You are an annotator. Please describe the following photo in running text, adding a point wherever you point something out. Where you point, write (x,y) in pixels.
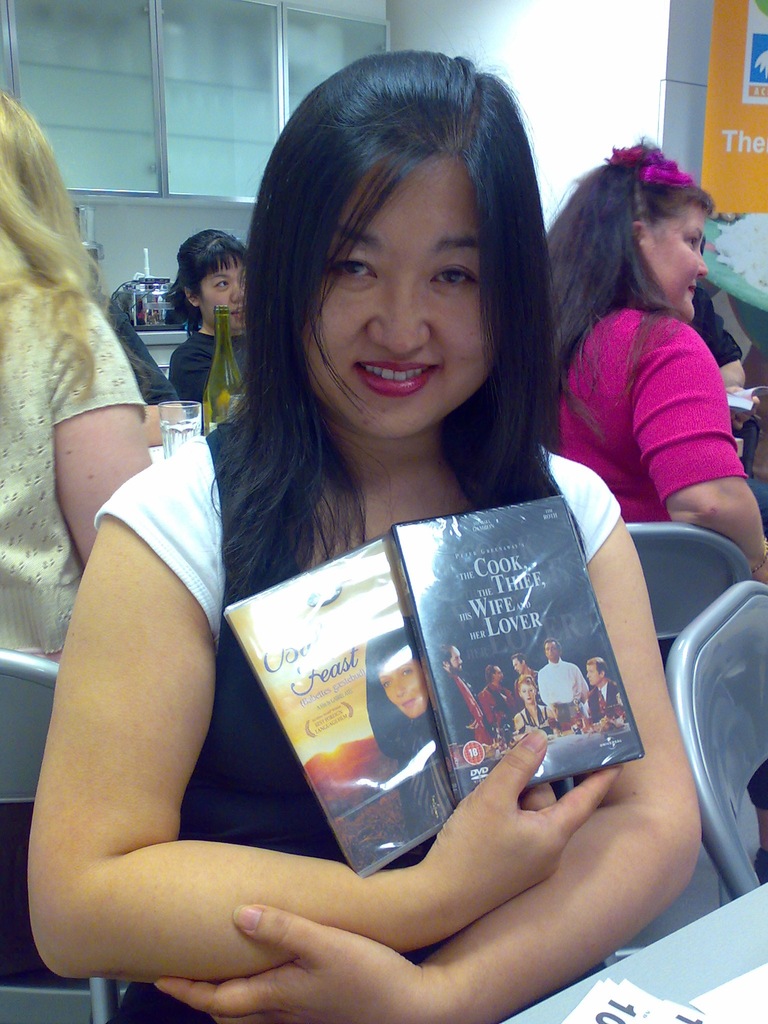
This picture shows a woman (203,780) sitting in the chair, holding two DVDs (408,671) in her hand (491,793) in front of a table (664,988). In the background (130,375), there are some women (203,302) sitting here.
